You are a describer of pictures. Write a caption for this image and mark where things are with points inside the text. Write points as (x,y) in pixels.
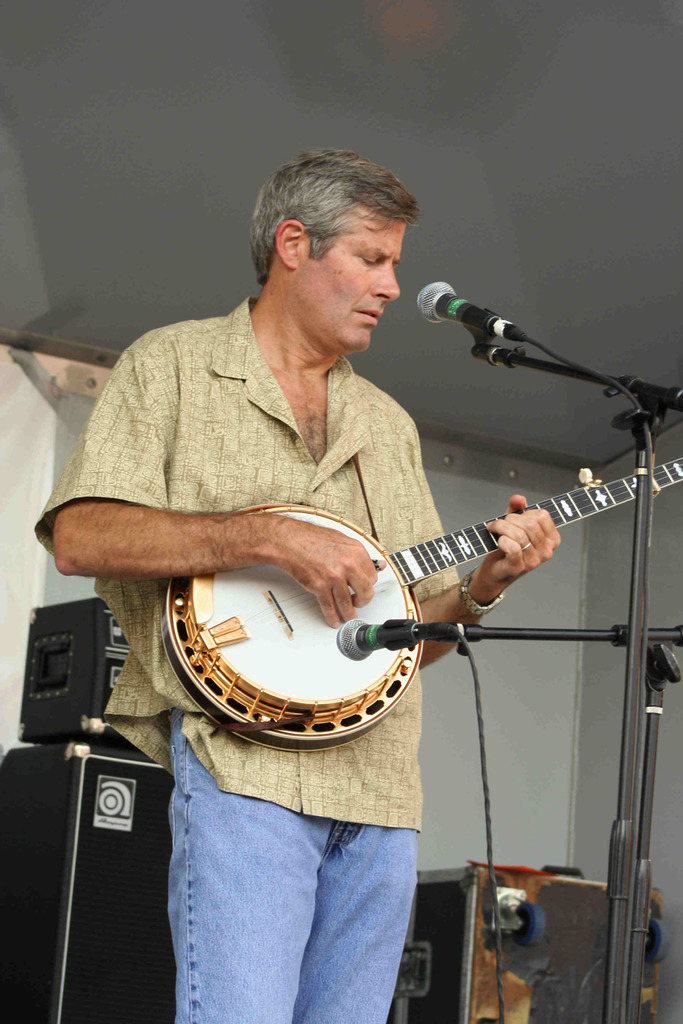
In the middle of the image (275,390), there is a person (242,358) in a shirt (145,375), standing, holding a banjo (273,715) and playing it, in front of the mics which are attached to the stands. In the background (87,636), there are speakers (48,736), there is a roof (225,27) and there is a white color surface (540,715).
